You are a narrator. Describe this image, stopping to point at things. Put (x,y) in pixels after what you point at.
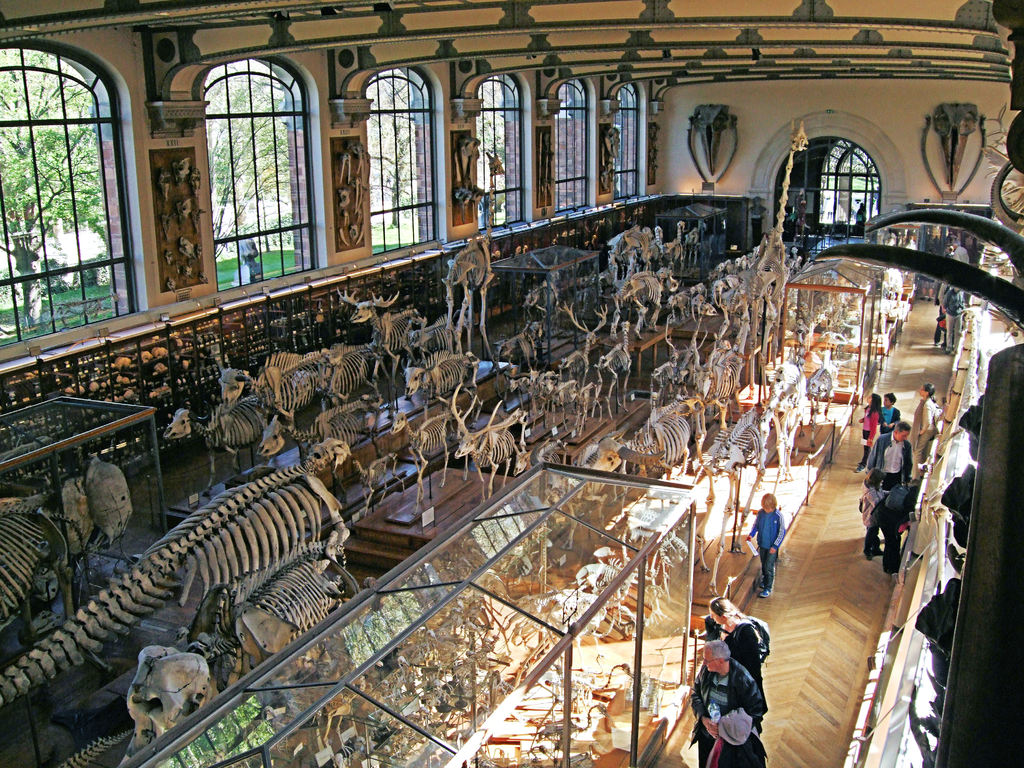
This is the picture of a building (907,49). In this image there are skeletons (345,444) of animals (437,367). On the right side of the image (733,749) there are group of people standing and there are skeletons (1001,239) on the wall (348,71). At the back (875,187) there is a door (857,187). On the left side of the image (274,217) there are windows (273,245), behind the windows (65,258) there are trees (22,181). At the bottom (841,711) there is grass (230,264) and there is a floor (796,761).
